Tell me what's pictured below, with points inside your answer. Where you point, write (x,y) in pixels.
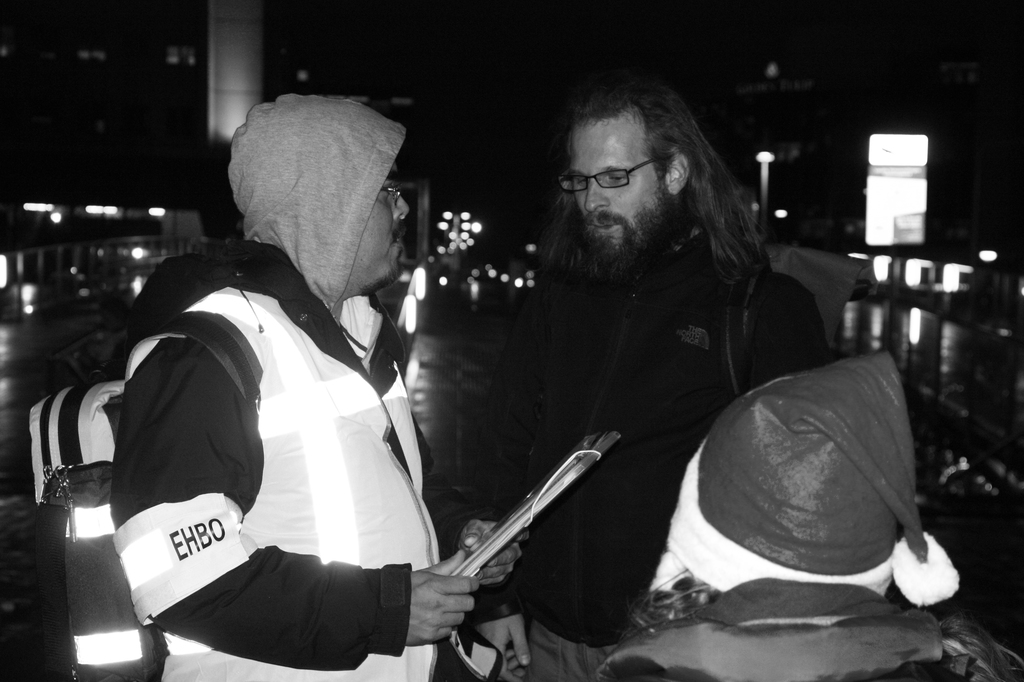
There are some persons (556,434) standing as we can see in the middle of this image (617,396). The person (299,453) standing on the left side (268,515) is wearing a white color dress (321,484) and holding a file (517,520).
